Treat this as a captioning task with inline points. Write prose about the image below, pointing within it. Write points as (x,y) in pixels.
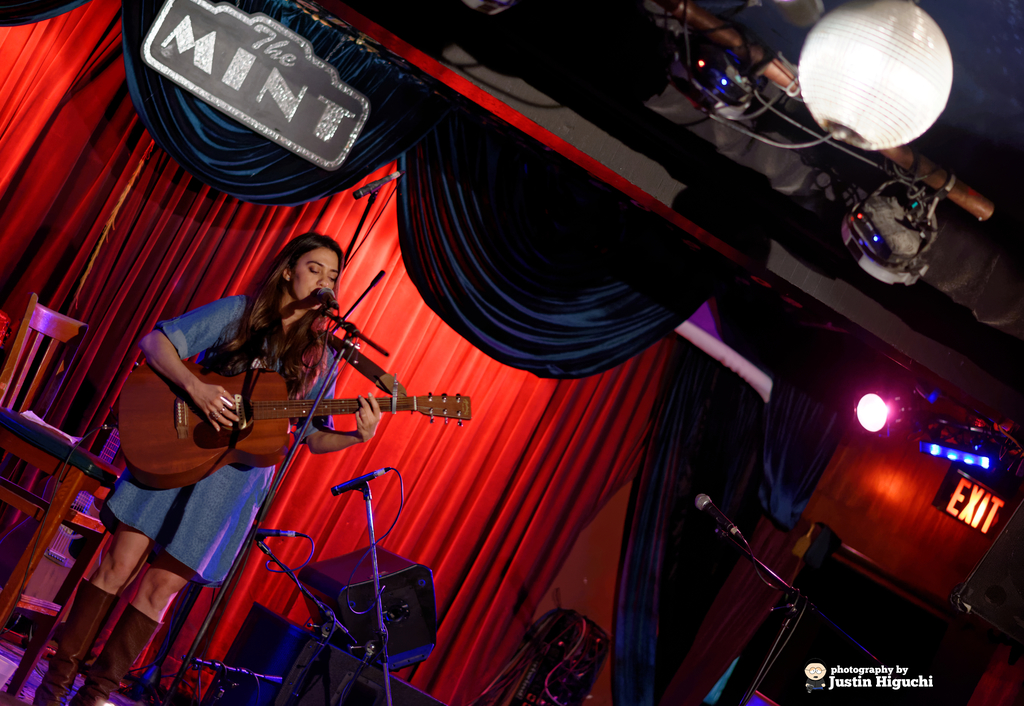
A woman (266,304) is playing guitar (254,436) and singing in-front of mic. Background (325,522) there are curtains (400,234), board (234,57), focusing lights (891,414), disco light (905,78) and chair (34,433). Bottom of the image (944,499) we can see signboard (958,497), mic stands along with mic (704,507) and devices (313,681). Right side (857,674) bottom of the image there is a watermark (926,669).
